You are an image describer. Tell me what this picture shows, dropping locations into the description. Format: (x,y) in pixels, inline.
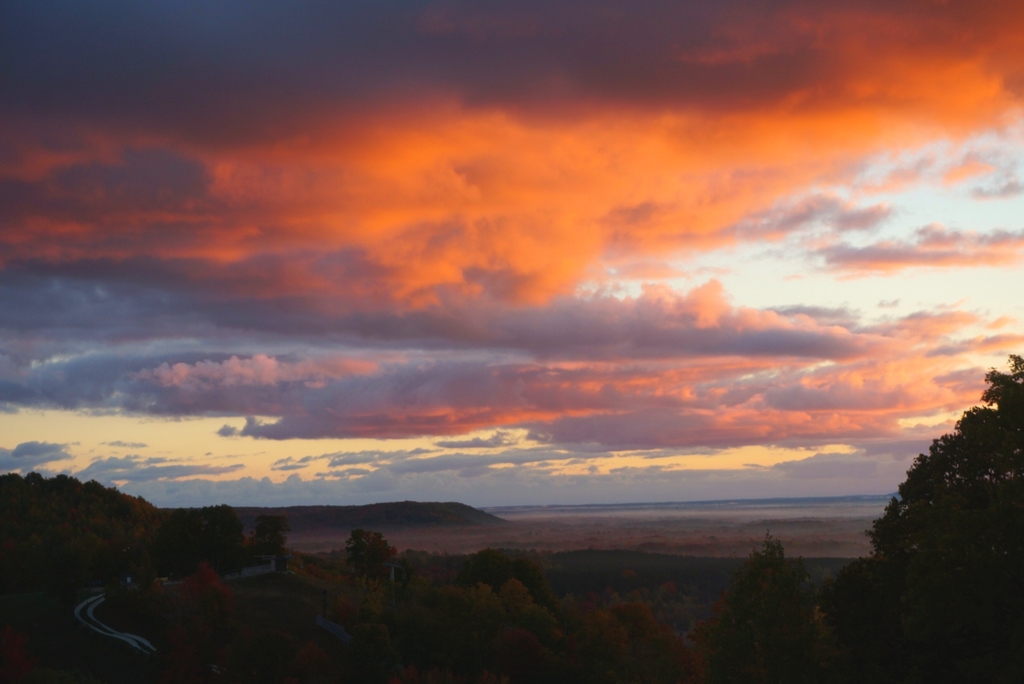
In this image we can see some trees (354,630) and at the background of the image (429,524) there are some mountains (573,503) and orange color sky (457,262).
